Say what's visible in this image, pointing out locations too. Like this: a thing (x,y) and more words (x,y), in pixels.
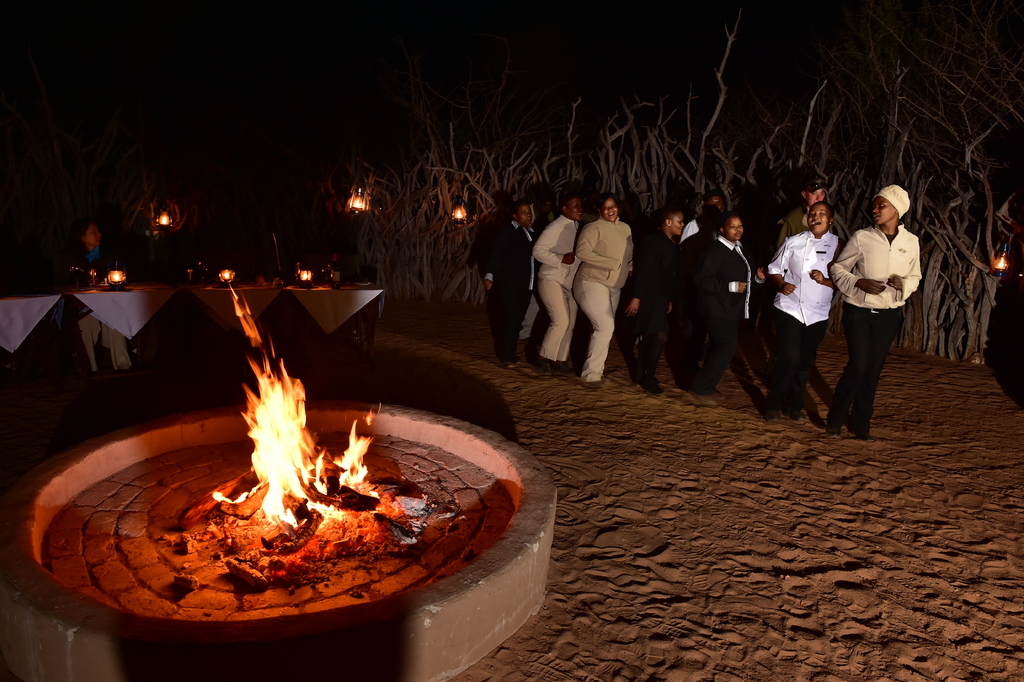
Here people (602,293) are standing in the sand (827,573), here there are trees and a fire (280,469).
